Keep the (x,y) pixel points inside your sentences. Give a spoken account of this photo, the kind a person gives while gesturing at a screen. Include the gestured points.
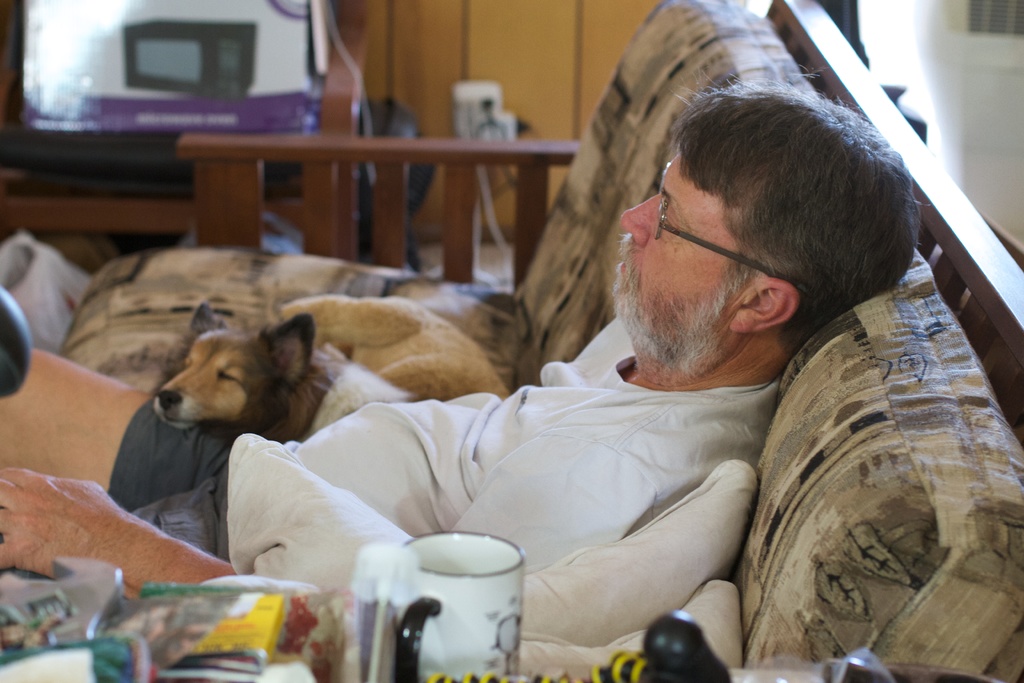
In this image we can see a person (844,286) sitting on a sofa (551,334) and beside the person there is a dog (371,342).
